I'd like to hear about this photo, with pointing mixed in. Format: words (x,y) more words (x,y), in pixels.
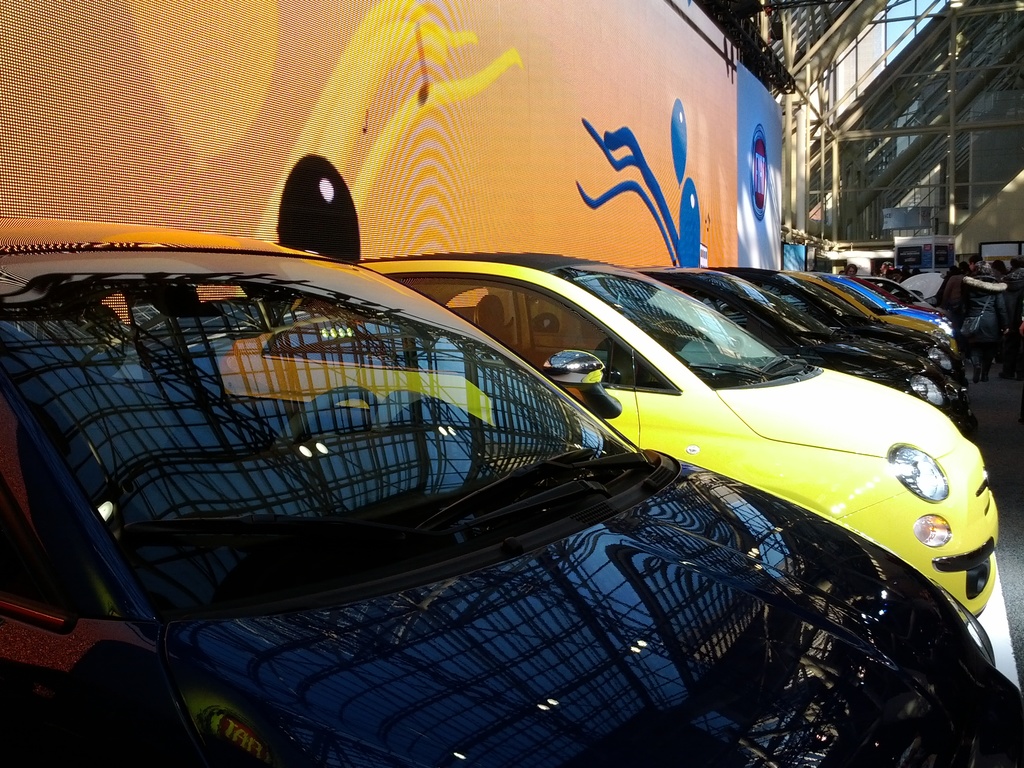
In the picture I can see these cars (254,395) are parked on the side. In the background (176,204), we can see the banner (578,244) which is in orange and blue color, we can see stairs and some objects (841,261).
